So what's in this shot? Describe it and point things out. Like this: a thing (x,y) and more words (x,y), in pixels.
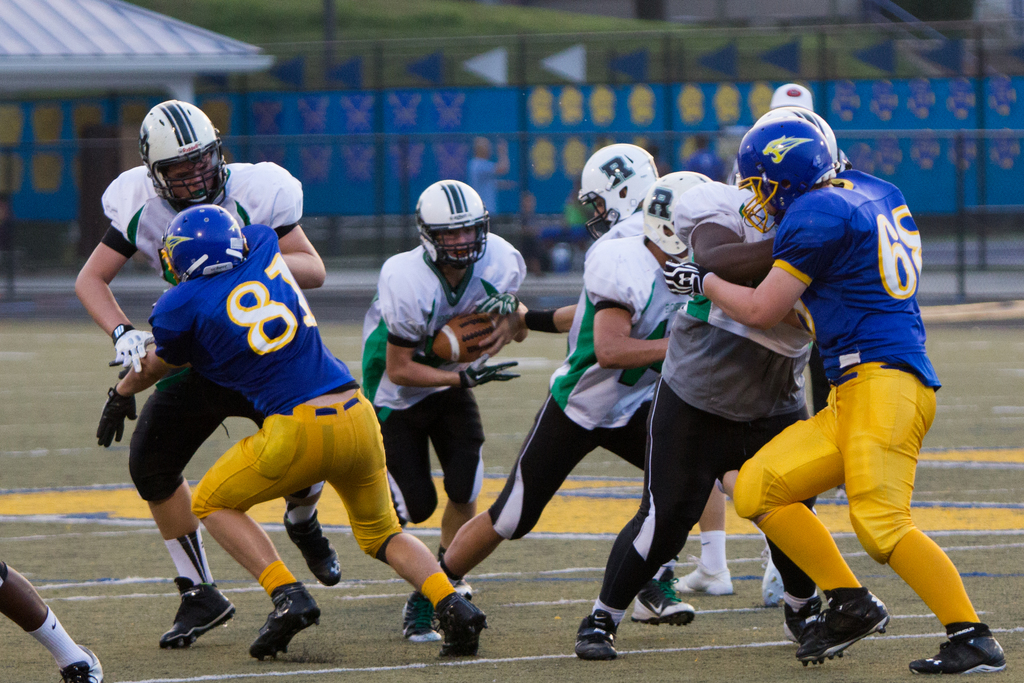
In the center of the image (400,268) we can see players (408,633) on the ground (399,653). In the background (691,23) we can see house (114,79), fencing (420,57) and grass (457,33).
